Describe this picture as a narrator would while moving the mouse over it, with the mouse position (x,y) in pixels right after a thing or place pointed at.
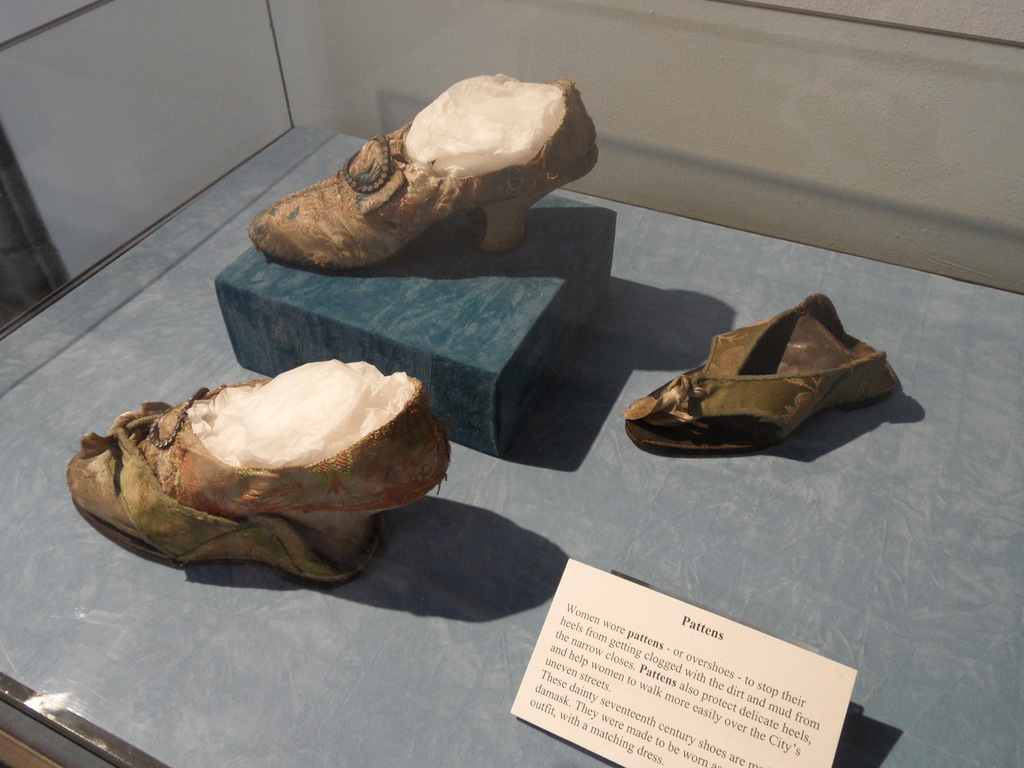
In this image we can see shoes (720,394) on a surface (654,300). Also there is a card (639,683) with a text (668,700).
